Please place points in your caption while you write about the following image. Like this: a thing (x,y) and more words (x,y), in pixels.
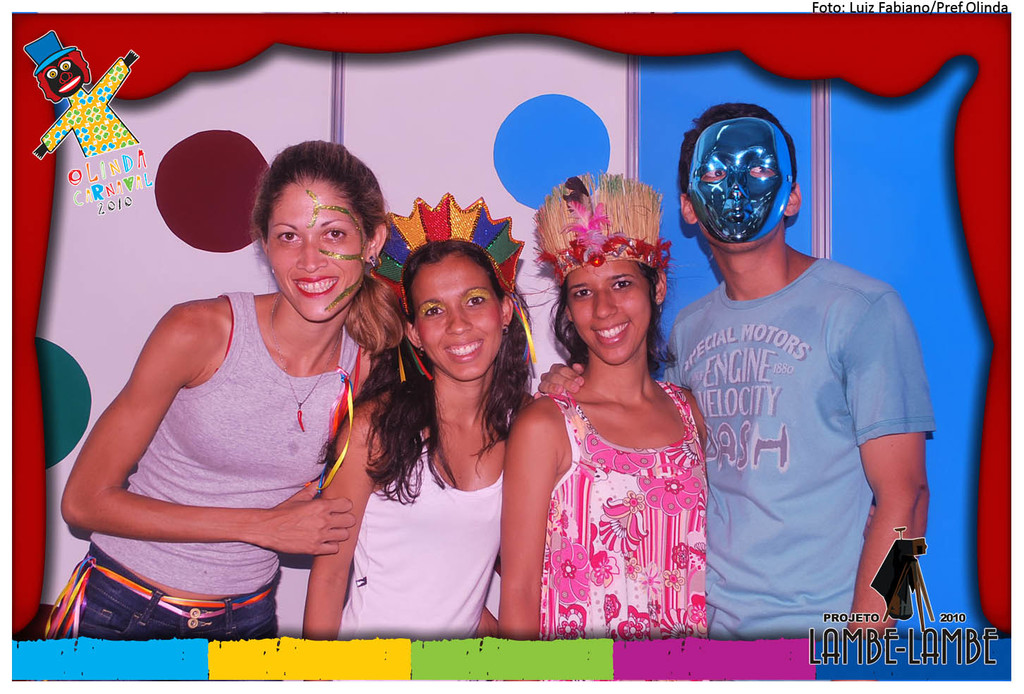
In this image I can see three women (409,446) are standing and smiling and I can see a man (771,390) wearing blue t shirt (780,390) and blue face mask (732,181) is standing beside them. In the background (443,120) I can see a wall (420,117) which is white, blue, brown and grey in color.
